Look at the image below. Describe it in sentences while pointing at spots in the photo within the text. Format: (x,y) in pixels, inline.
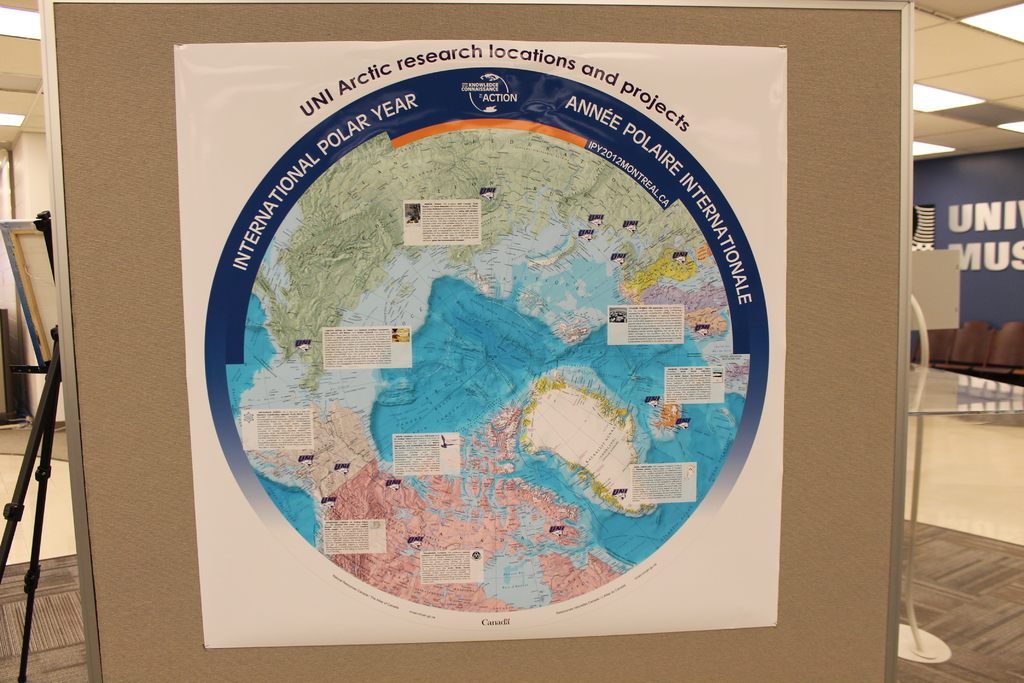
In this picture we can see a board (153,437) with a poster (274,604) on it and in the background (14,496) we can see a stand (13,368) on the floor (44,602) and some objects (931,305).
